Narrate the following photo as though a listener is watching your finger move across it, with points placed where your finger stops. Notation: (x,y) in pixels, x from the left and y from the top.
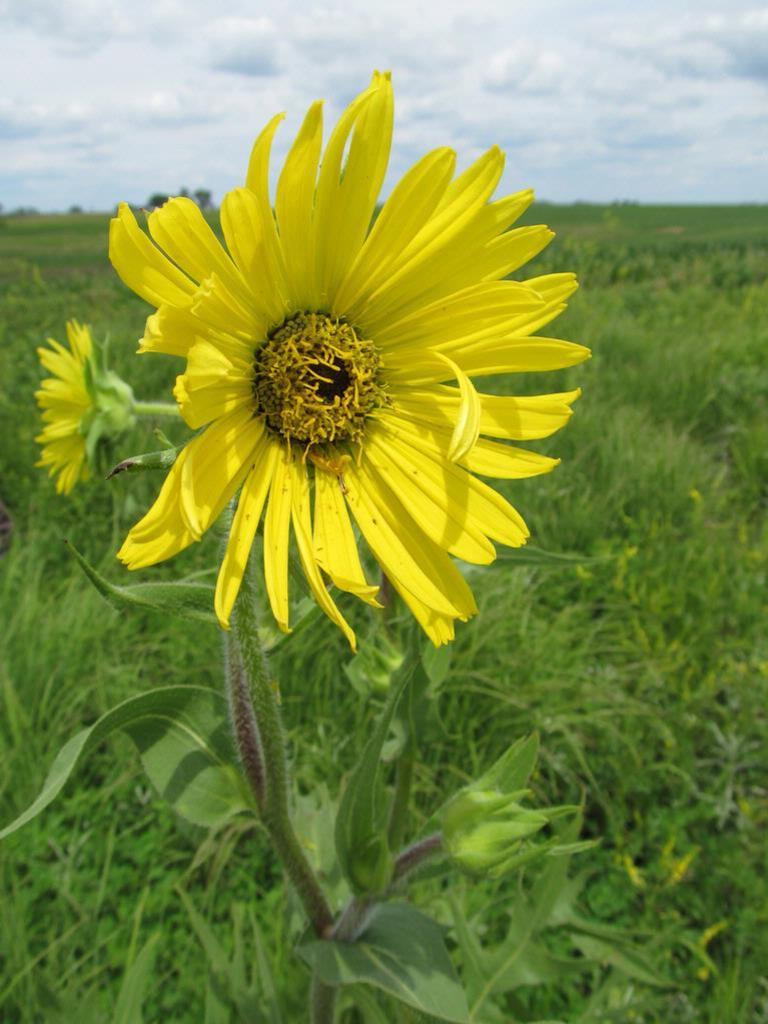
In this picture I can see a plant (425,961) with flowers (288,350) and buds (464,844), there is grass (602,209), and in the background (464,108) there is sky (559,108).
